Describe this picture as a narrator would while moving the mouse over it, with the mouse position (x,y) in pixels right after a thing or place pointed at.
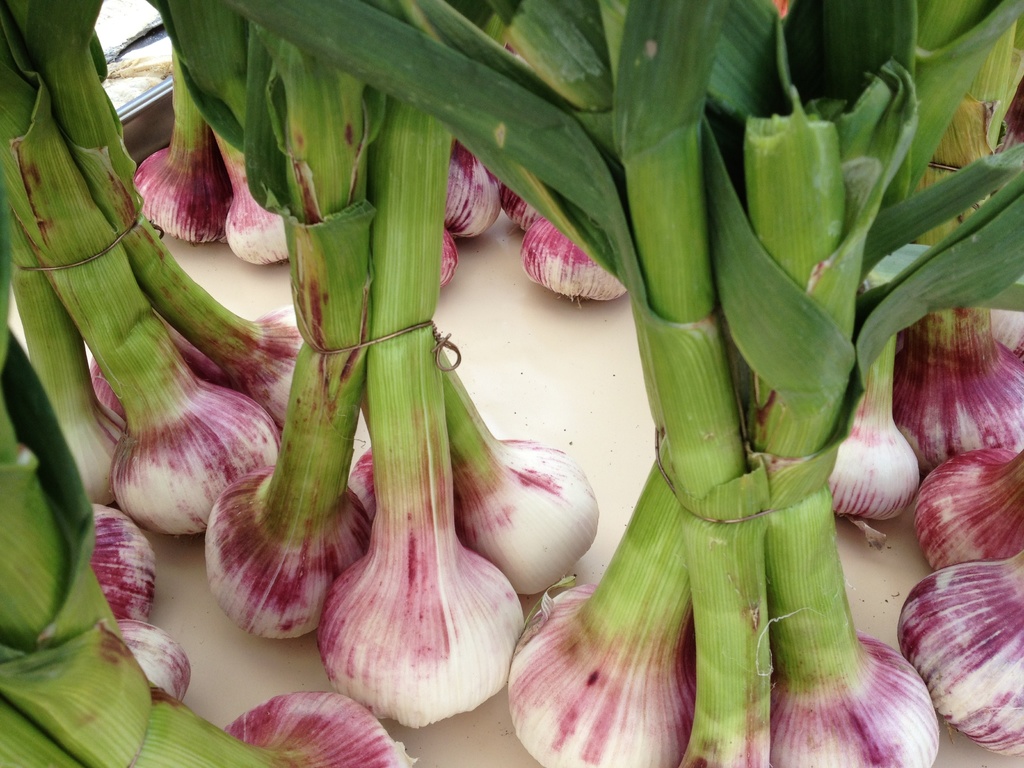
In the center of the image (625,403) we can see one cream color object (582,571). On that object (299,638), we can see garlic (391,455) with leaves (659,140). At the top left side of the image (144,105), we can see some objects (142,125).
